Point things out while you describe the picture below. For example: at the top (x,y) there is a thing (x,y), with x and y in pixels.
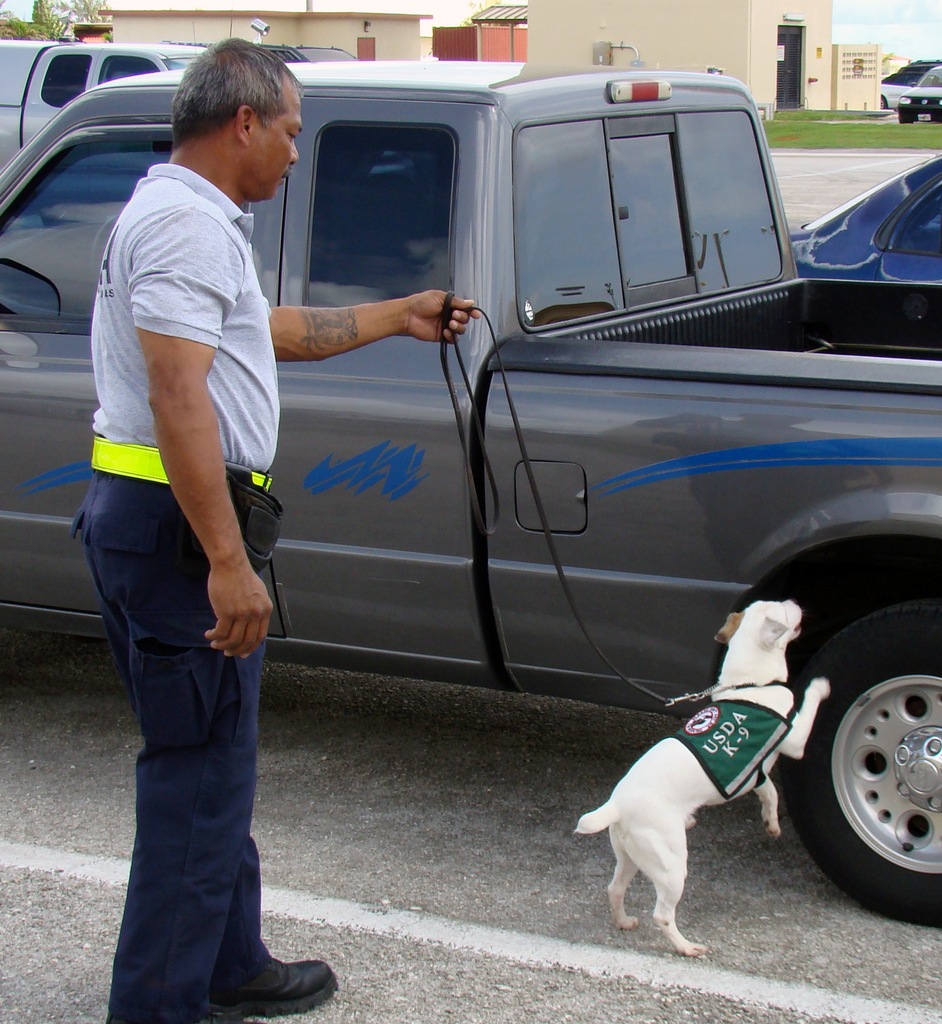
In this picture I can observe a person (234,847) holding a dog chain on left side of the image (165,503). On the right side of the image (794,726) there is a dog (618,804). In background (755,1) there are few buildings (683,42). In the middle (499,586) there is a car (356,586).
